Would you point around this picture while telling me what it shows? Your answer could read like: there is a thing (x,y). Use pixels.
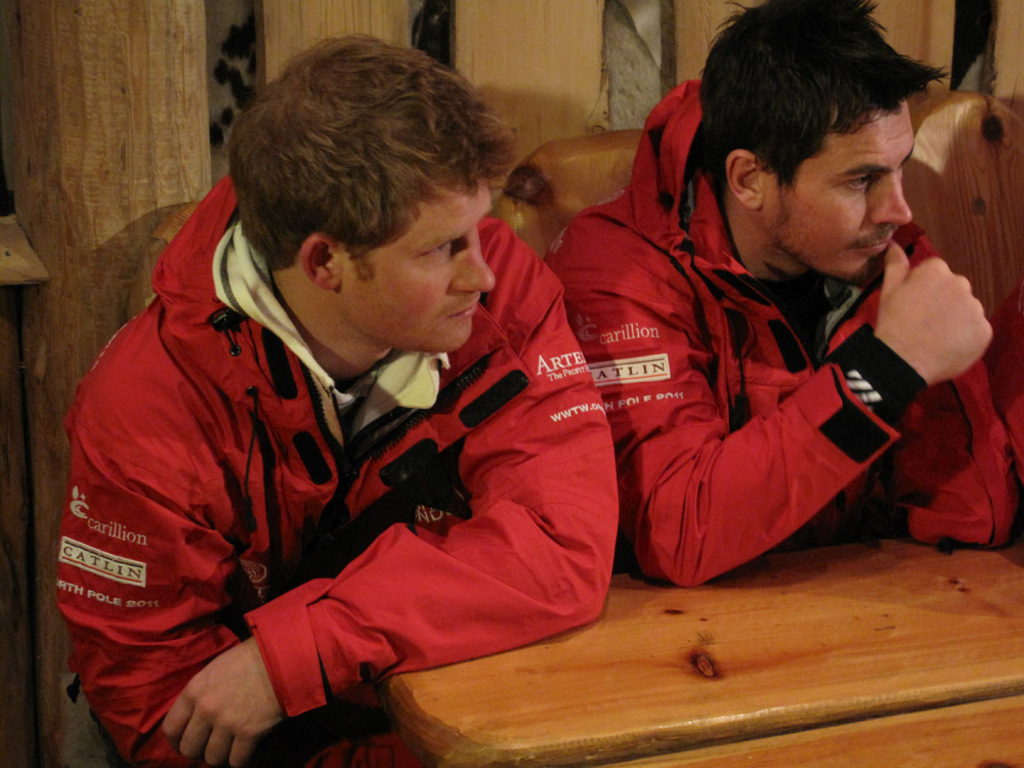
In this image I can see two men (553,435) are wearing red color jackets (393,462), sitting on the chairs (129,299) in front of the table (538,646) and looking at the right side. At the back of these people (402,50) I can see the fencing (141,44).
